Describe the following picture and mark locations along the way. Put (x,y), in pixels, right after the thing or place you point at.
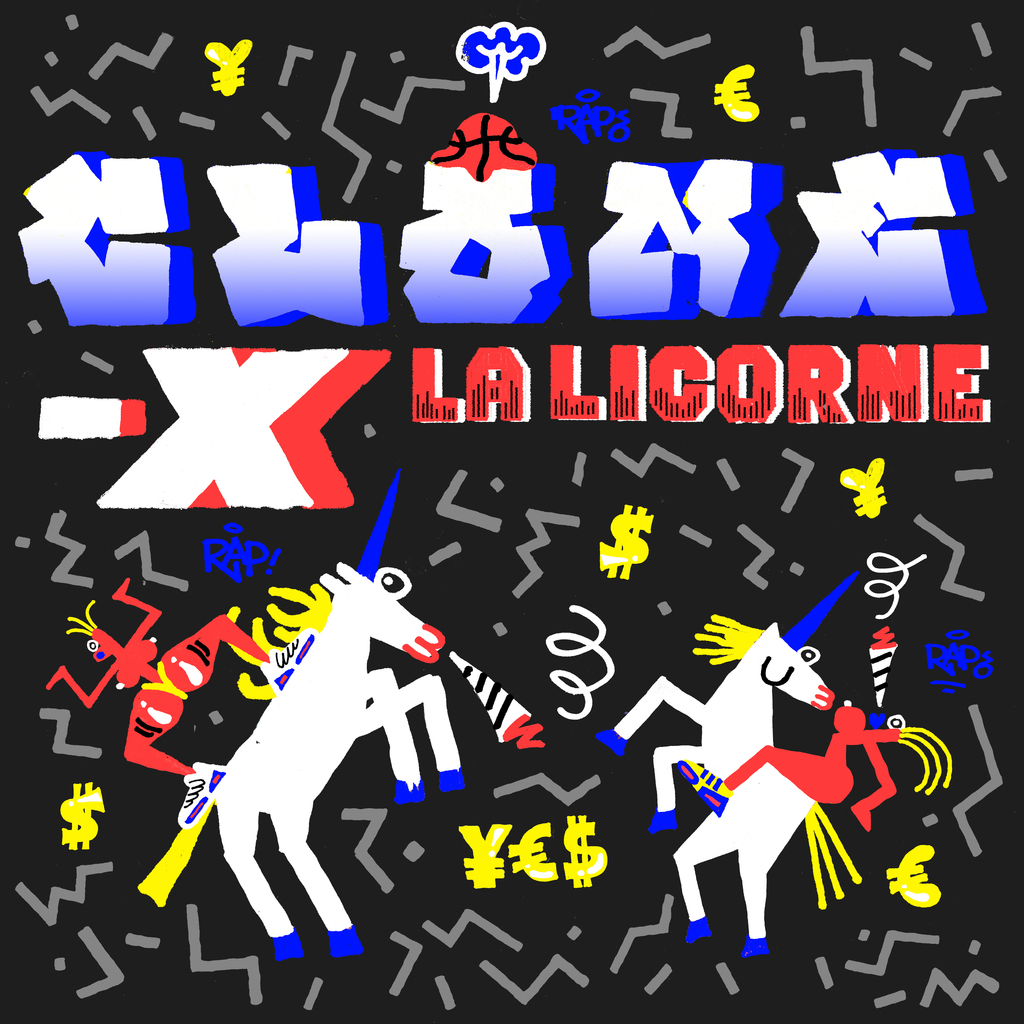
In this image, we can see a black poster (313,532). In the poster (349,478), we can see few figures (762,725) and some text (343,257).
